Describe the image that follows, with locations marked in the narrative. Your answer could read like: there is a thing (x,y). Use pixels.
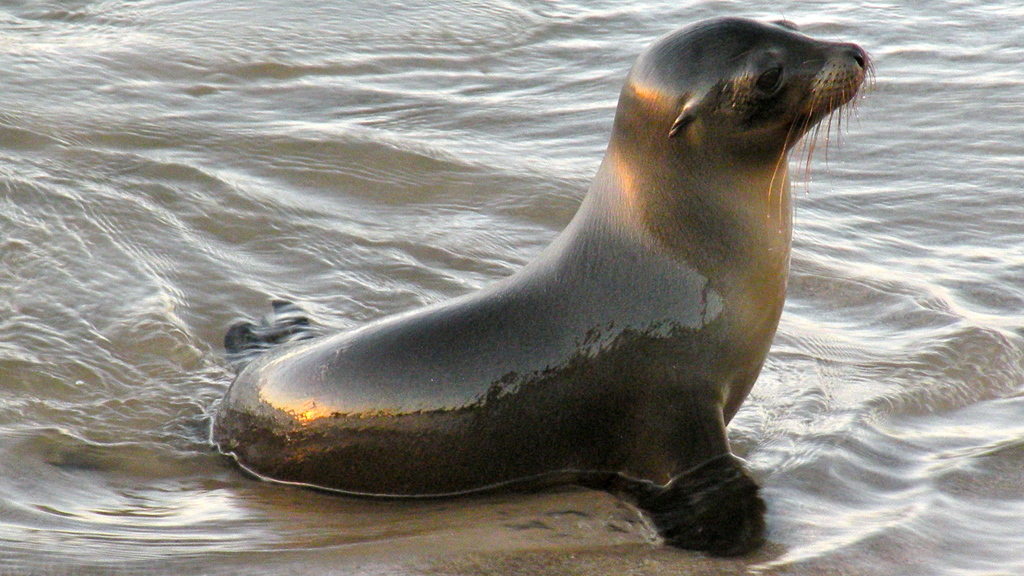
In this picture I can observe a seal (551,358) which is in black color. In the background (293,166) there is water (357,156).
